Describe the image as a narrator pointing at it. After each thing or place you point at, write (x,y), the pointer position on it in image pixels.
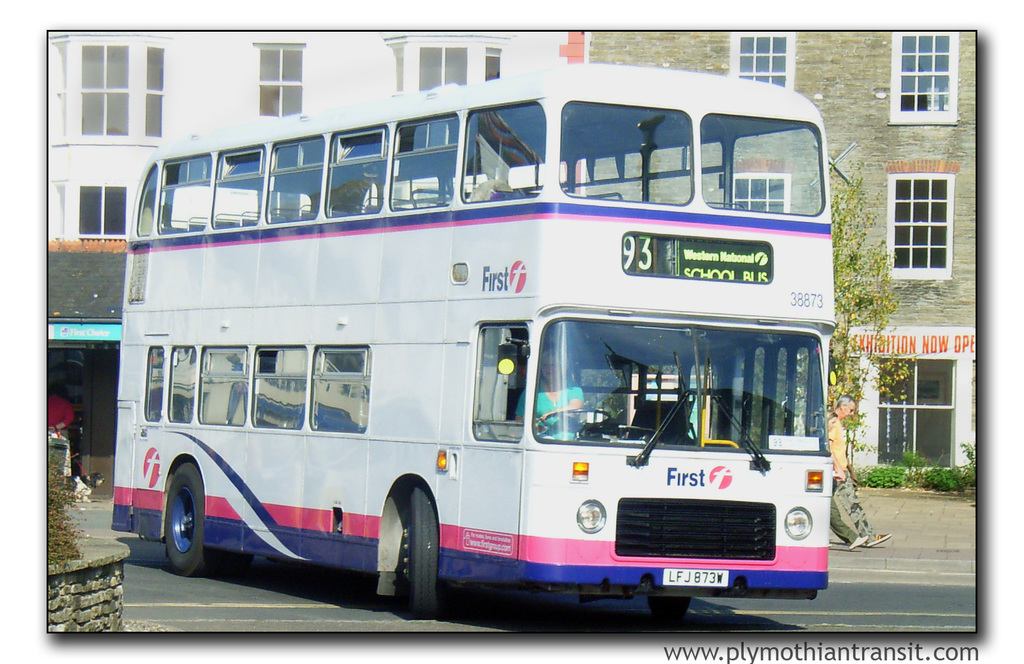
In this image there is a bus (515,422) on the road (864,584). Beside the bus (796,446) there is a person (864,527) walking on the pavement (902,528). At the back side (80,144) there are buildings (259,107).
